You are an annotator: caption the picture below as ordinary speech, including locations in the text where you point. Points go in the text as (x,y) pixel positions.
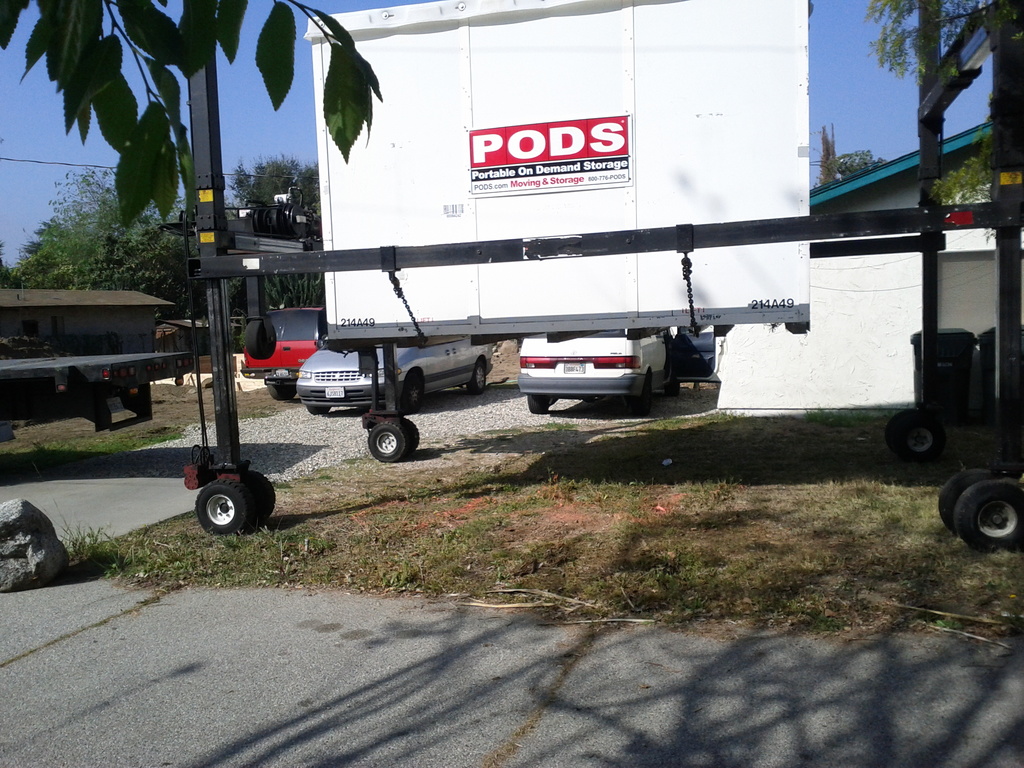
In this image we can see moving container (804,298) on the grassy land (310,555). Behind it, we can see cars (313,329), trees (173,295) and house (912,283). The sky (823,24) is in blue color. At the bottom of the image (421,710), there is a road (452,761).
